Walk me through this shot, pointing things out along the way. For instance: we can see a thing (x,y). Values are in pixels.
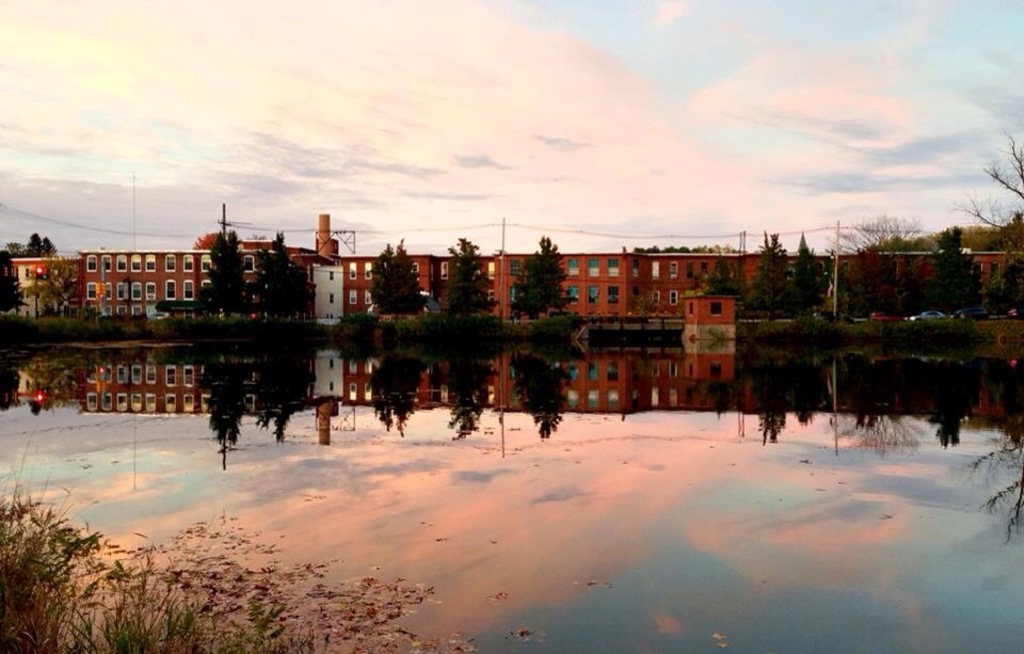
There is water (532,485) and there are few trees (478,306) and buildings (585,286) in the background (581,261).
